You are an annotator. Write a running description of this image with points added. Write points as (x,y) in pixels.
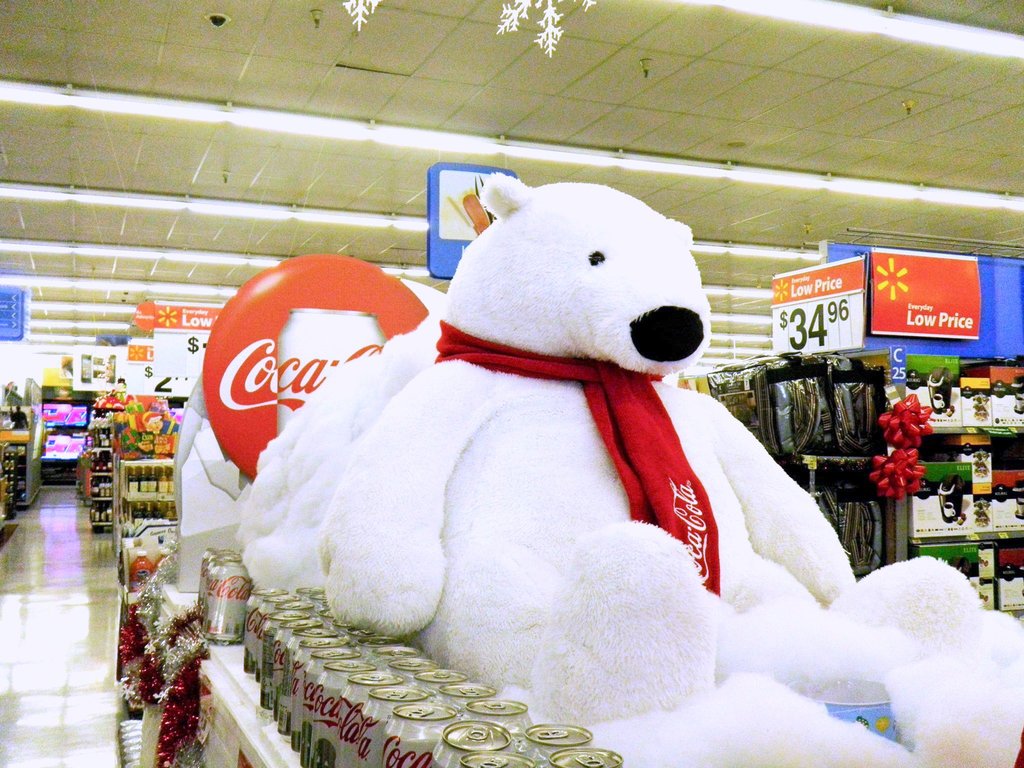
In this picture I can see cans (304,620) on the racks (231,664). I can see a number of objects (766,382) on the racks (792,369) in the background (754,379). I can see light arrangements (253,108) on the roof (436,111). I can see the teddy bear (618,508) on the right side (684,487).
